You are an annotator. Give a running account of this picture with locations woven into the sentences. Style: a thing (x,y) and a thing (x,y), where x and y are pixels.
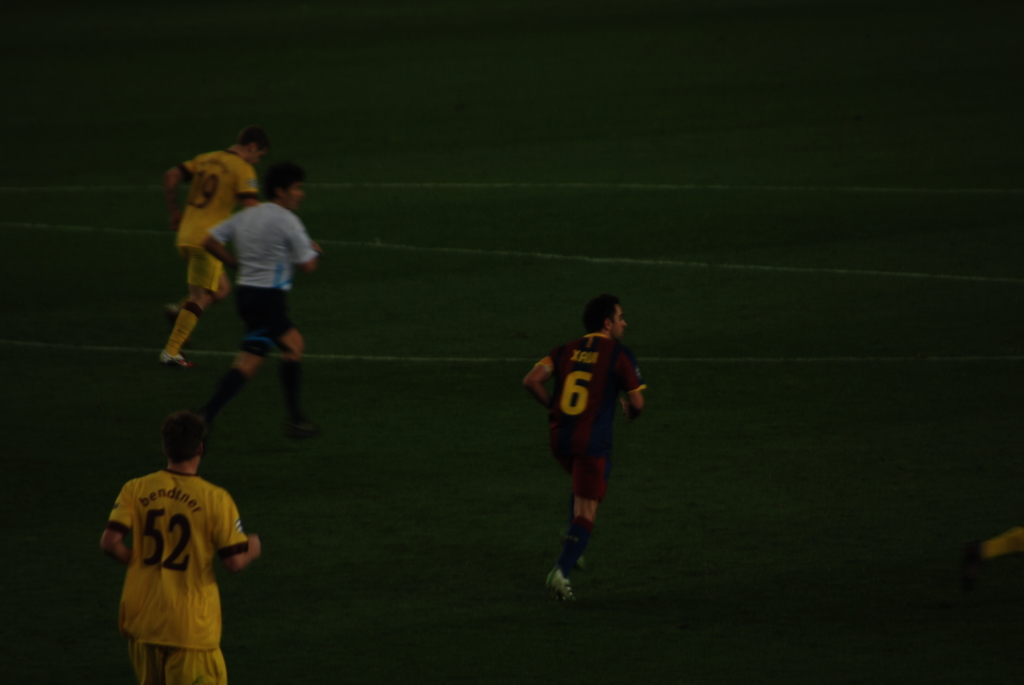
In this picture I can see few people (137,493) are running on the grass (645,448).
